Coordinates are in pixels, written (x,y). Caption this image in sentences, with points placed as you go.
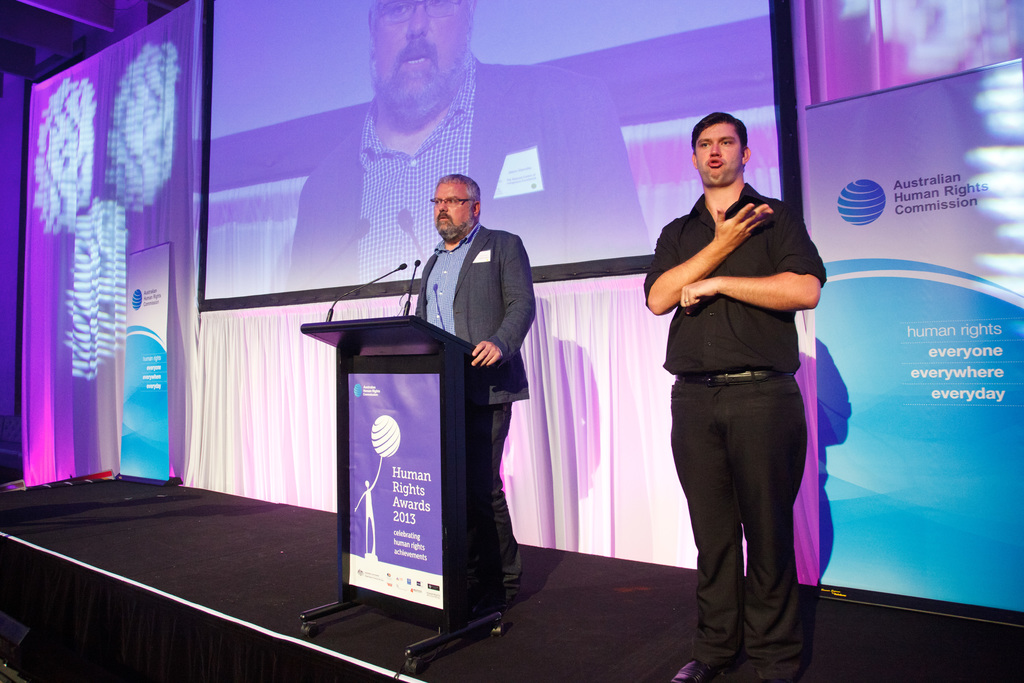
This picture might be taken inside a conference hall (576,406). In this image, on the right side (729,539), we can see a person (741,330) wearing a black color dress (738,366) is standing. On the right side (895,147), we can also see a hoarding (887,172). In the middle of the image (490,327), we can see a man (502,233) wearing a grey color suit (490,331) is standing in front of the podium (406,338), on that podium (422,337), we can see two microphones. On the left side (147,356), we can also see a hoarding (149,340). In the background (184,367), we can see a curtain (187,334) and a screen (500,219). At the bottom (127,674), we can also see black color.
